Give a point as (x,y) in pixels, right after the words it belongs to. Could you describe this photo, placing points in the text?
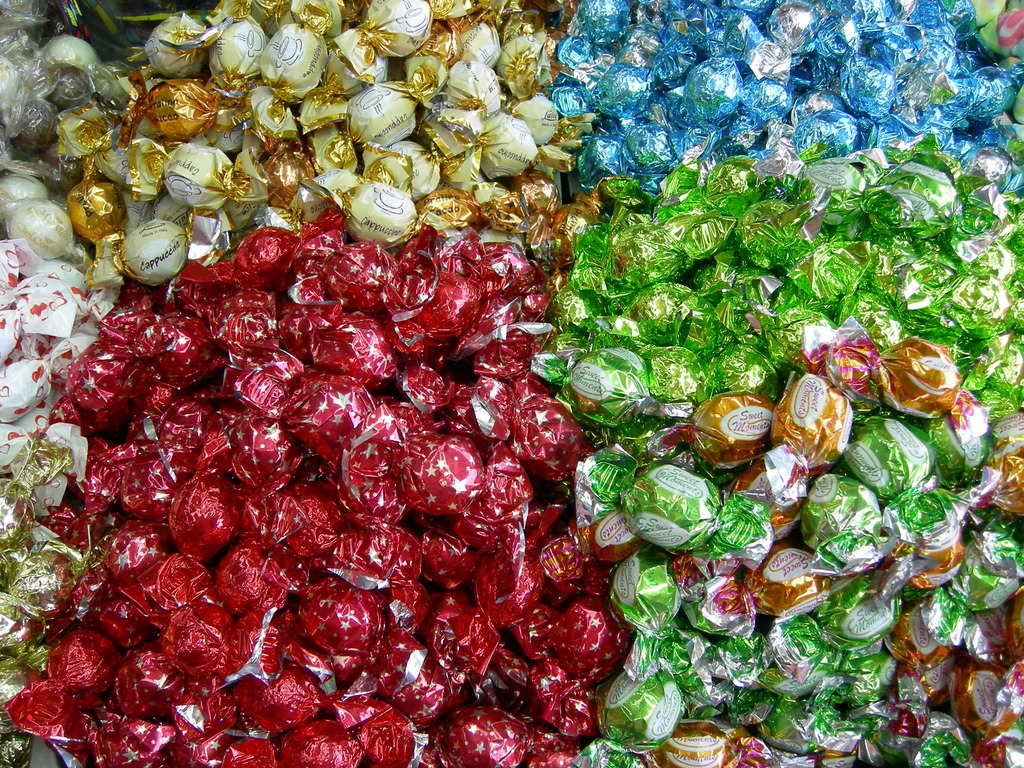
In the picture we can see full of chocolates (480,729) with green, blue, red, gold and white in color wrappers (127,528).
